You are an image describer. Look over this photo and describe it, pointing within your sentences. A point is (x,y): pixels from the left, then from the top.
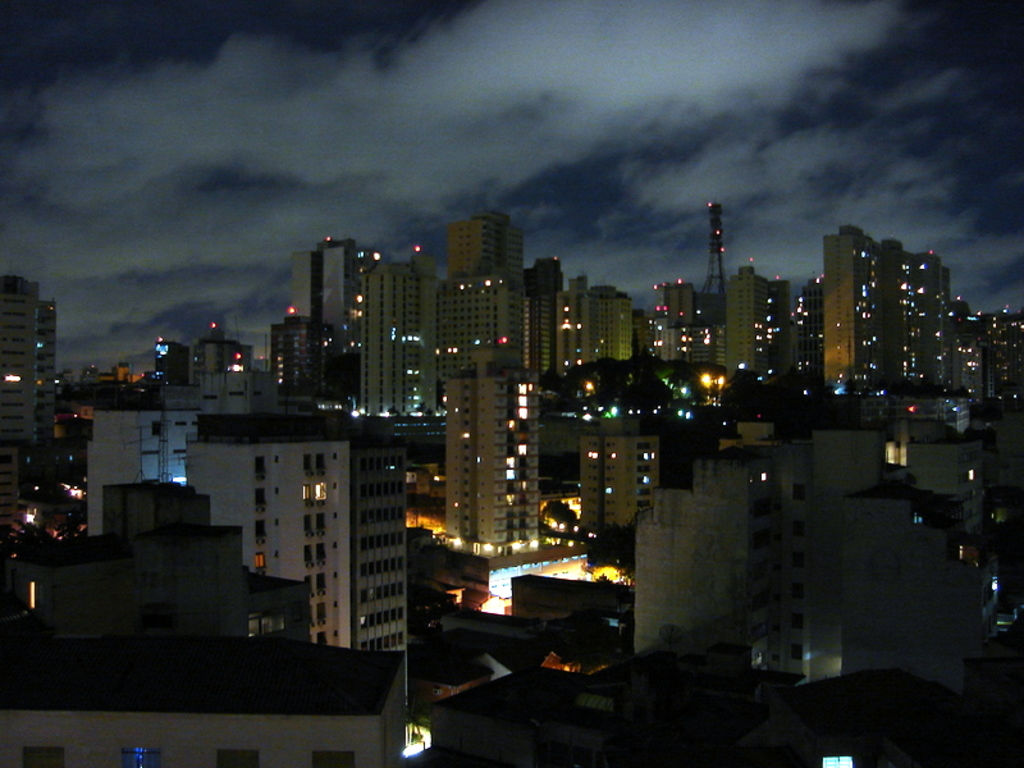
This image is taken during the night time. In this image we can see that there are so many buildings (611,458) one beside the other, with the lights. At the top (569,90) there is the sky (515,78). In the middle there is a tower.
